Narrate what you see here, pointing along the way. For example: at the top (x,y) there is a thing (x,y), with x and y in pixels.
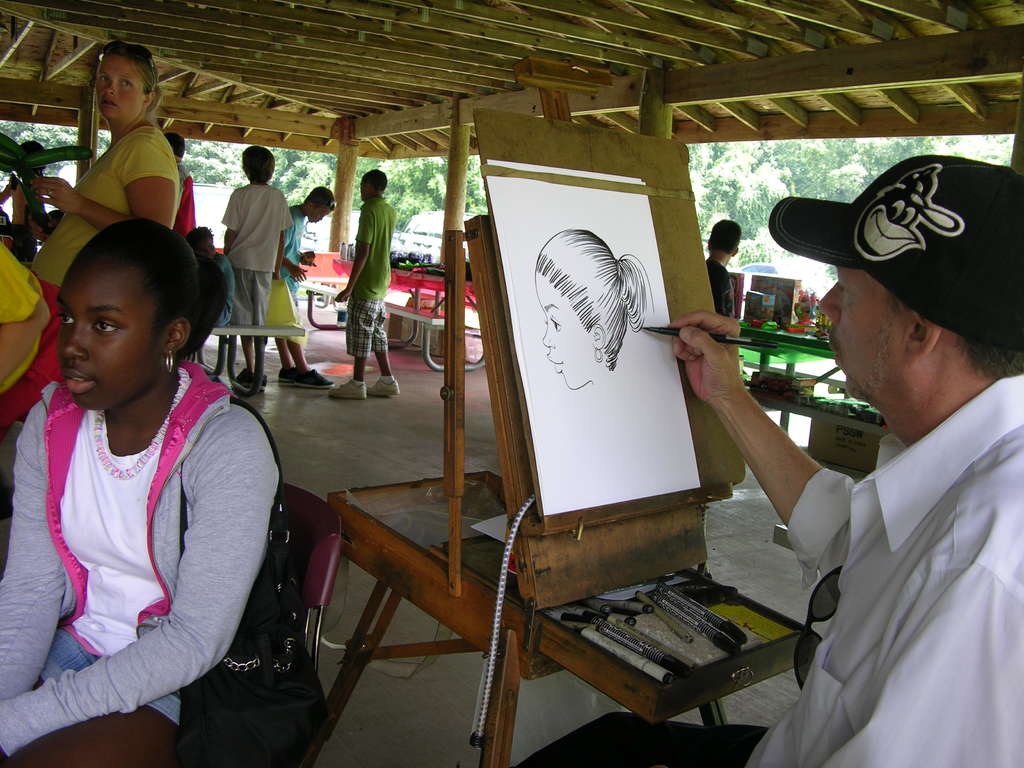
In this picture we can see group of people (262,449), few are sitting and few are standing, on the right side of the image (957,555) we can see a man (969,505), in front of him we can see pens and he is drawing on the paper (537,350), in the background (777,329) we can see trees (395,193) and few things (756,308) on the tables (758,350).
